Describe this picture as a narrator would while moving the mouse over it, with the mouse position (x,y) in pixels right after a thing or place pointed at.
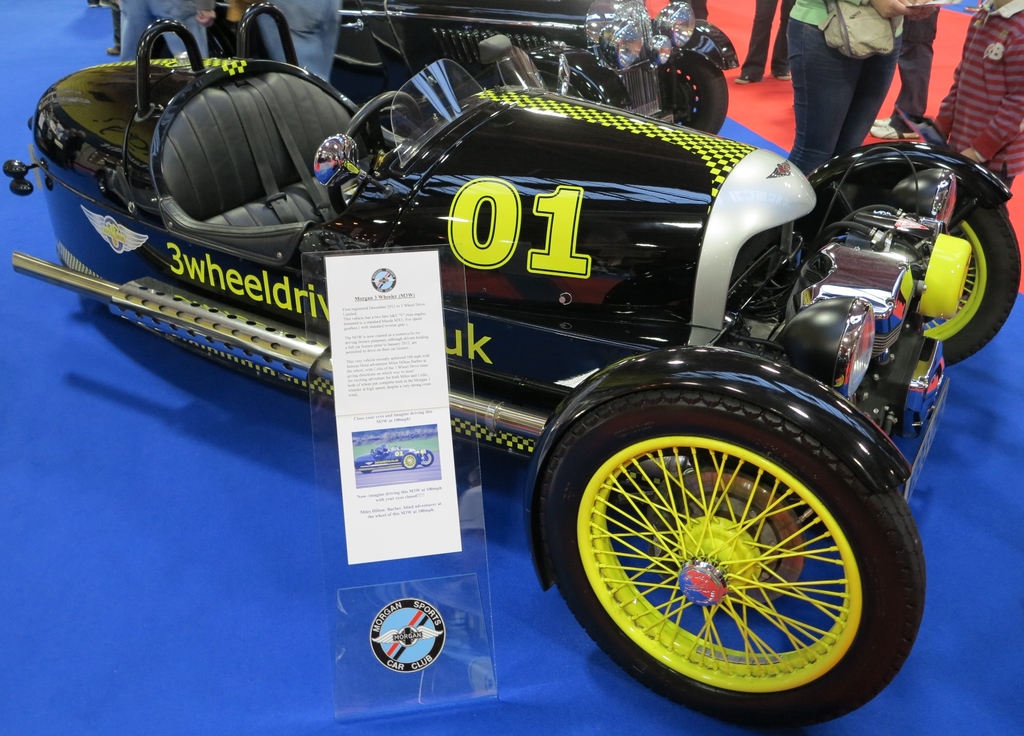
Here in this picture we can see vintage cars (583,110) present on the floor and in the front (426,303) we can see a hoarding (378,304) with something pasted on it and beside the cars (356,231) we can see people (297,18) standing and watching it.
